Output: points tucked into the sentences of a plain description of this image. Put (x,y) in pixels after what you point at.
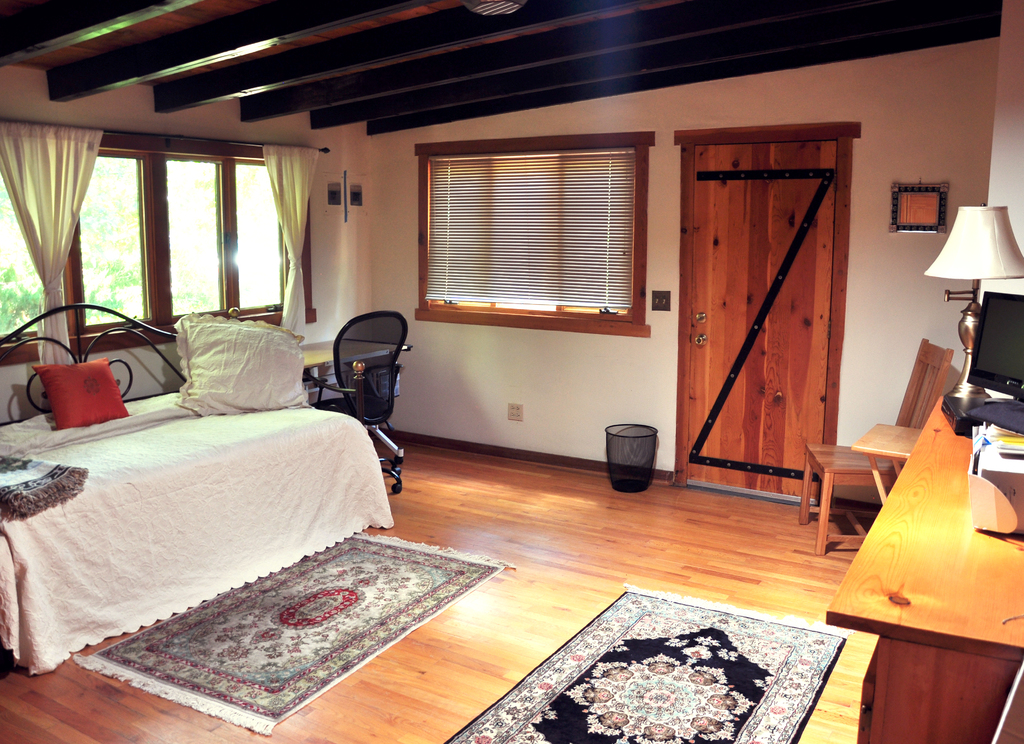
This picture consist of inside view of a room (379,301), in the right side (954,450) I can see a table (950,463), on the table (917,473) there is a lamp (945,293) and there is a chair (942,377), and there is a system (1012,359) on that, beside the table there is a door (725,320) with wooden and beside that there is a window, on the left side (22,288) I can see a window (17,304) and a curtain (29,232) hanging through a window (15,342), in front of the window (6,358) there is a bed (181,457), on the bed (147,464) there is a white color bed sheet (60,514) and red color and white color pillows (101,384) kept on the bed (202,473), beside it there is a table (328,343), in front of the table (328,361) there is a chair (389,398) on the middle (626,478) I can see there are the carpets (356,665) kept on the floor (621,504) and there is a black color bucket (609,450) kept on the floor (608,483). And there is a wall (885,116) visible and there is a photo frame (908,221) attached to the wall (883,287).
